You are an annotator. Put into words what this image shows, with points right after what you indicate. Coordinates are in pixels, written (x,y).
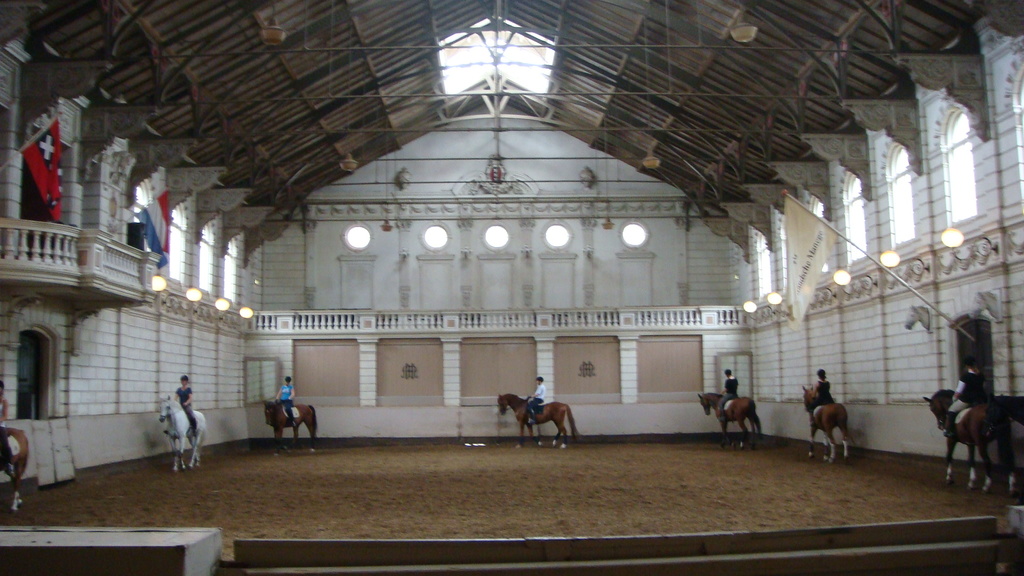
This picture is clicked inside the hall (286,465) and we can see the group of persons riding horses (951,461). In the background (520,268) we can see the wall (578,266), windows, flag (807,274), lights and at the top (674,85) we can see the roof (735,85), metal rods (663,94), flags (56,171), guardrail (132,255) and many other objects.
